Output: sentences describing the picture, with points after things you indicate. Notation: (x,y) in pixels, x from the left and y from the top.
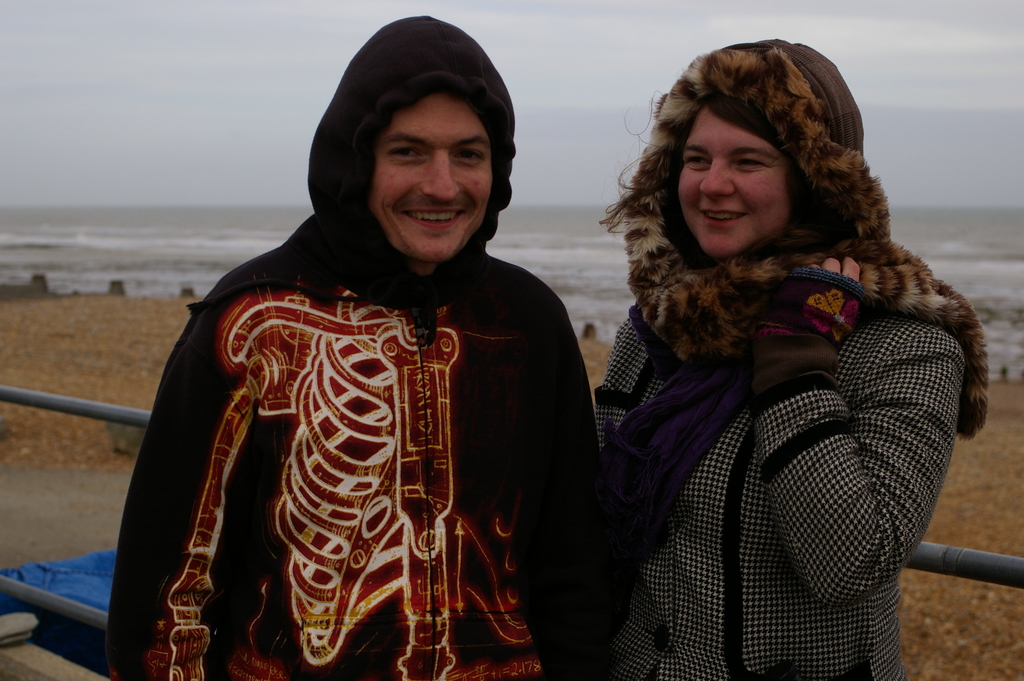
In this image we can see one man (434,545) and woman (757,546) is standing and smiling. Behind them one fence (54,400) is there and sea (184,227) is there. The sky (618,112) is full of clouds (720,46).
